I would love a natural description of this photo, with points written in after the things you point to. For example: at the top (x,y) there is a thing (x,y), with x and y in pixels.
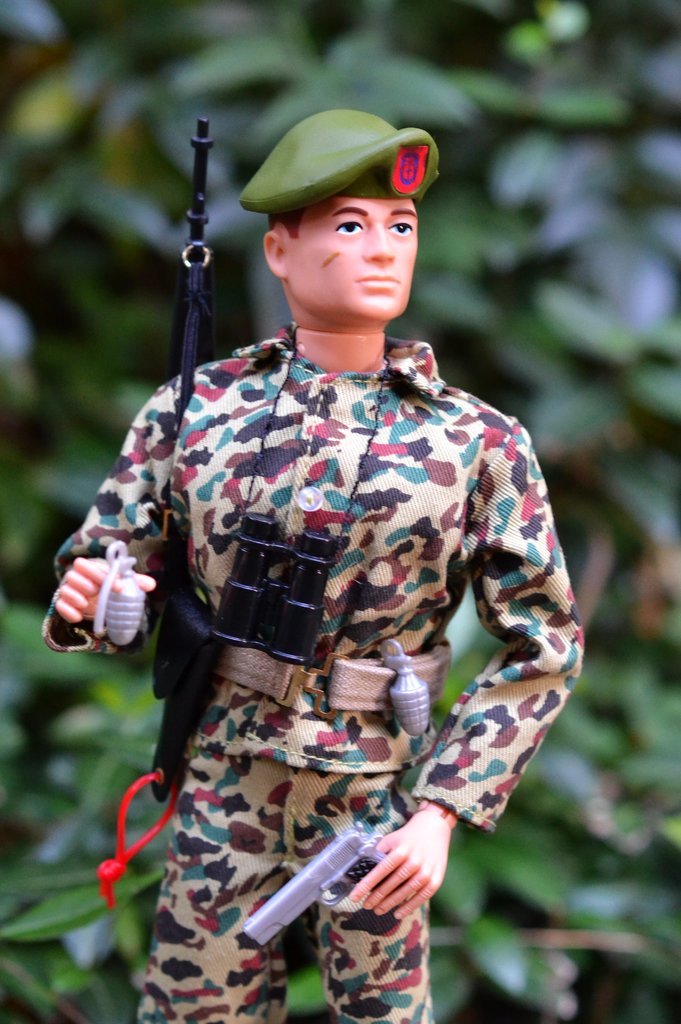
In this image we can see the toy of a man (296,463).
